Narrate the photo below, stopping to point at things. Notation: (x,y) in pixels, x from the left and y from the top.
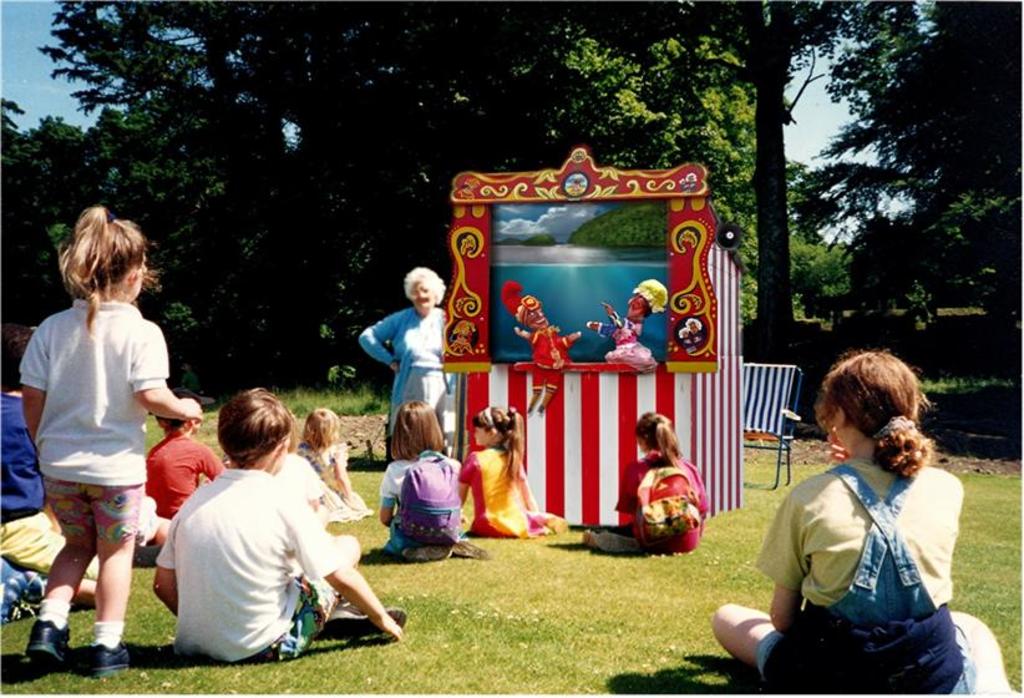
In this image I can see at the bottom (460,540) a group of children (842,520) are sitting on the ground (537,576). On the left side (79,453) a girl (98,464) is walking, in the middle (551,407) it looks like a puppet show (601,256) and there is a woman (417,298) standing. At the back side (438,264) there are trees (428,88), at the top (30,57) there is the sky (73,105).
